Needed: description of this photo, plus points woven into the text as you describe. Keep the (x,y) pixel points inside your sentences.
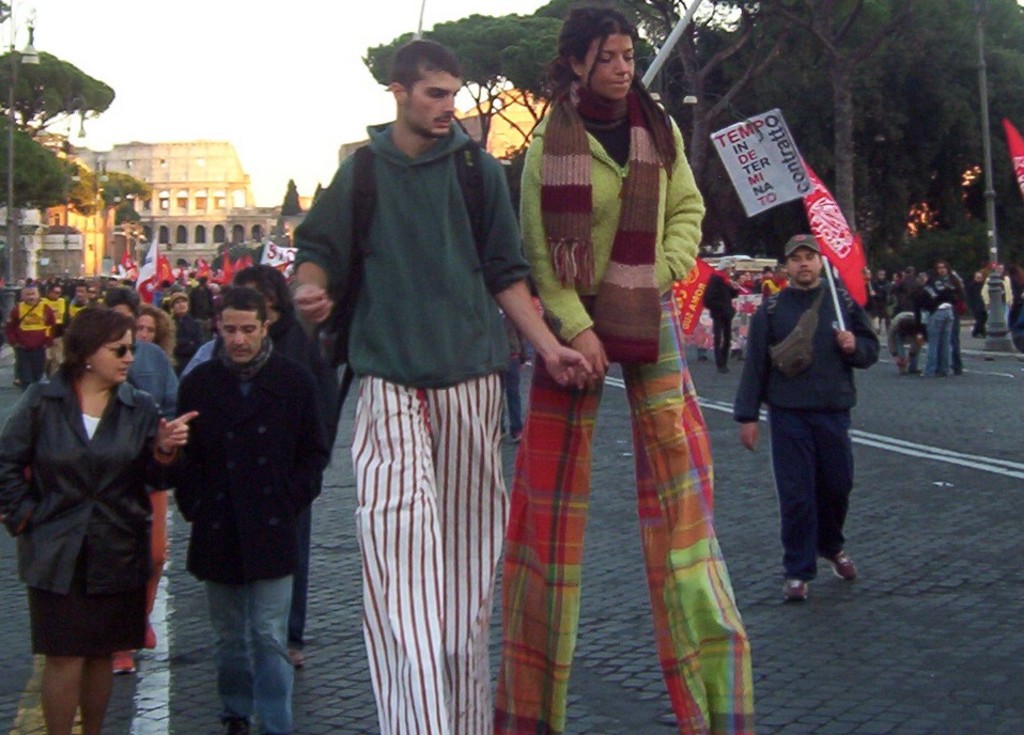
There is a crowd (355,336) on the road (714,433) as we can see in the middle of this image (604,389). We can see trees (889,133) and buildings (95,215) in the background (66,248) and the sky (341,67) is at the top of this image (292,98).
